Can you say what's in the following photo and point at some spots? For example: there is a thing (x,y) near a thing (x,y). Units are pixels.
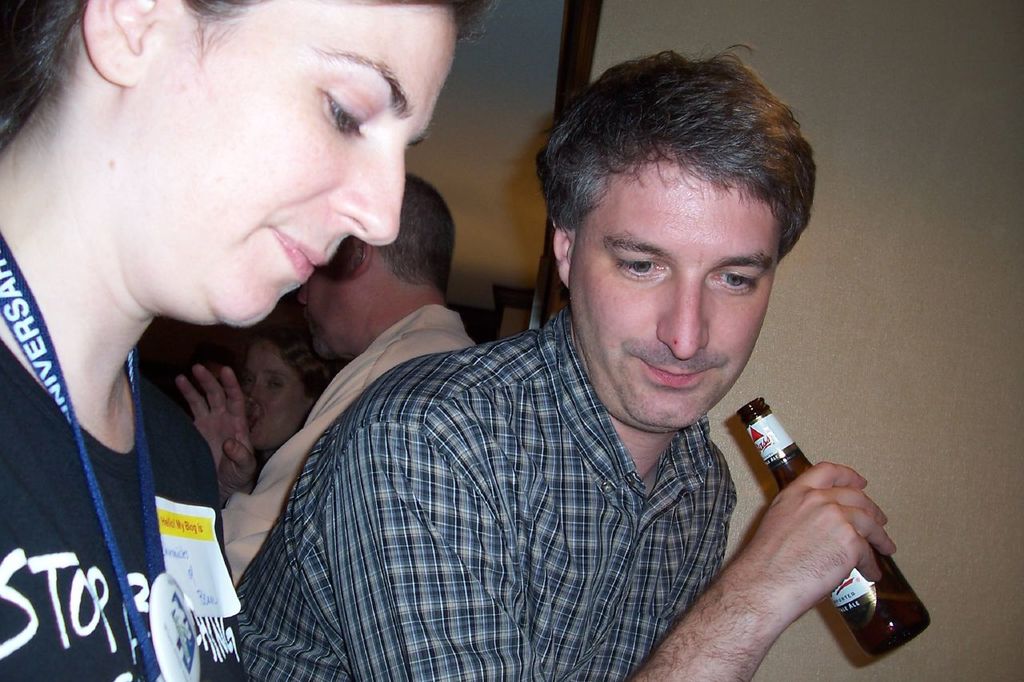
A man (563,573) wearing a check shirt (617,527) is holding a bottle (839,589). Beside him another lady (134,460) wearing a tag (163,575). In the back (346,357) there are some other persons (389,322) and a wall (757,6) is over there.
